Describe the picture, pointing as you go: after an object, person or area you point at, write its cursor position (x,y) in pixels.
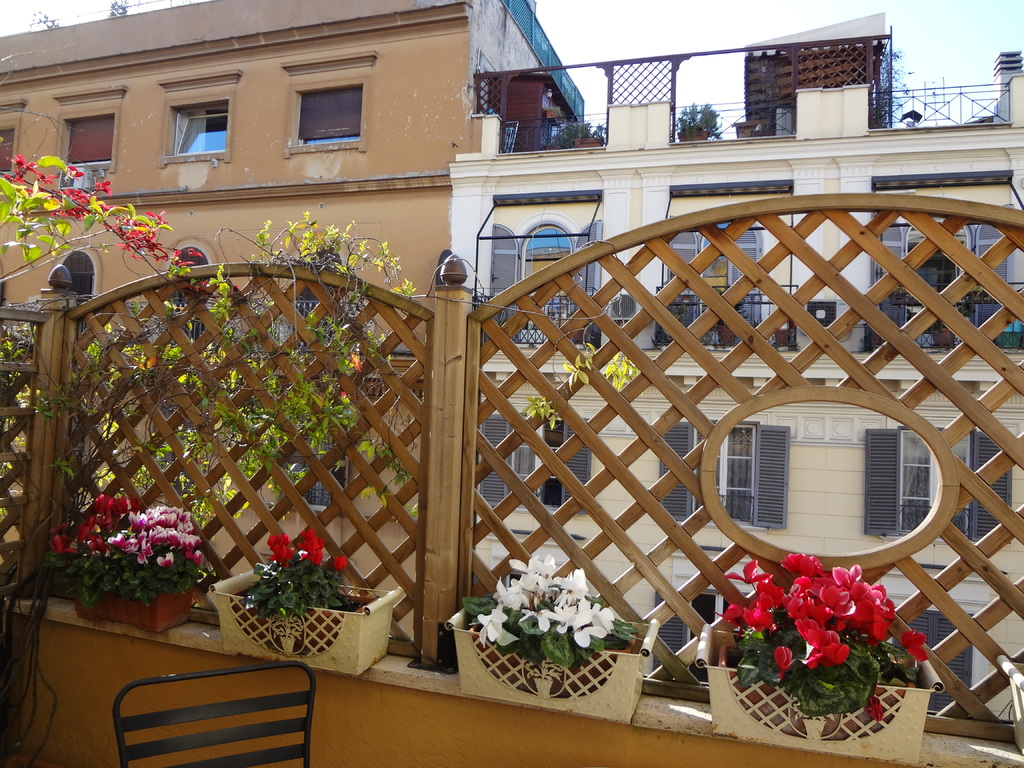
In this image we can see a wooden fence (496,402) and some plants (402,286). We can also see a chair (291,660) and some plants (560,611) with flowers (594,608) in the pots (1001,667). On the backside (680,367) we can see some buildings (908,431) with windows (905,447) and the railing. We can also see some plants (693,129) in the pots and the sky (713,90) which looks clear.
